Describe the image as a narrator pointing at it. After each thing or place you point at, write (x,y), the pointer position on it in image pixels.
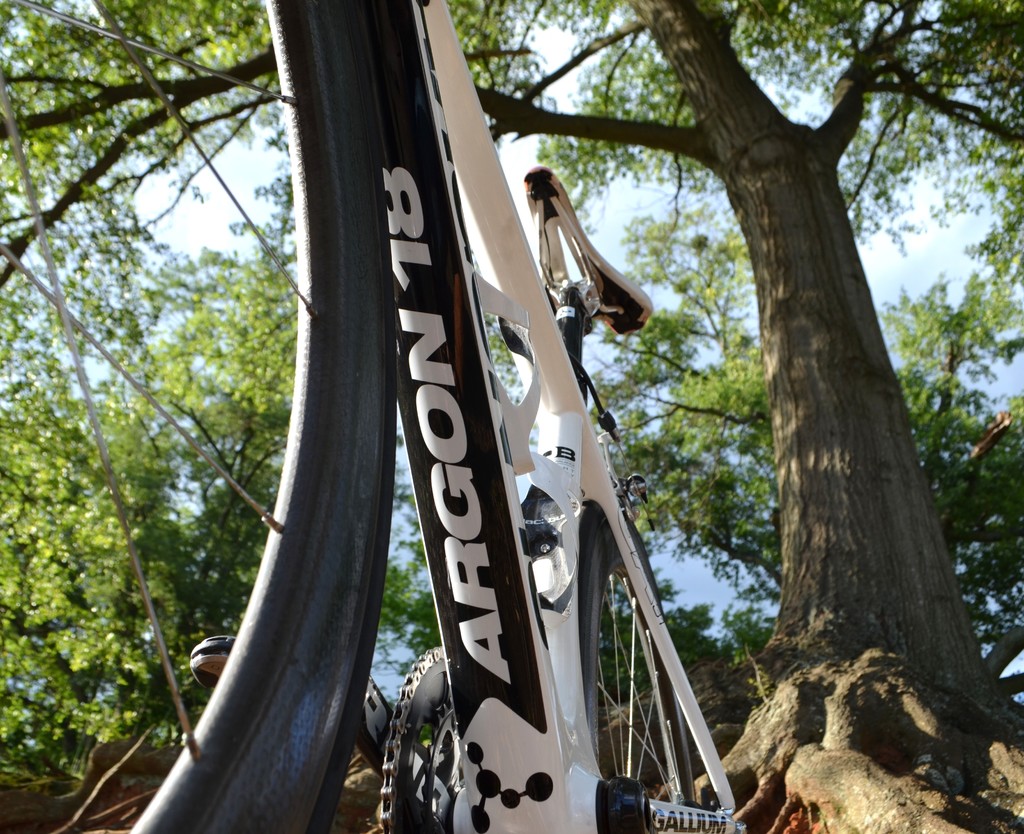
This picture shows a bicycle (313,32), It is white and black in color and we see trees (700,385) and a blue cloudy sky (505,154).
